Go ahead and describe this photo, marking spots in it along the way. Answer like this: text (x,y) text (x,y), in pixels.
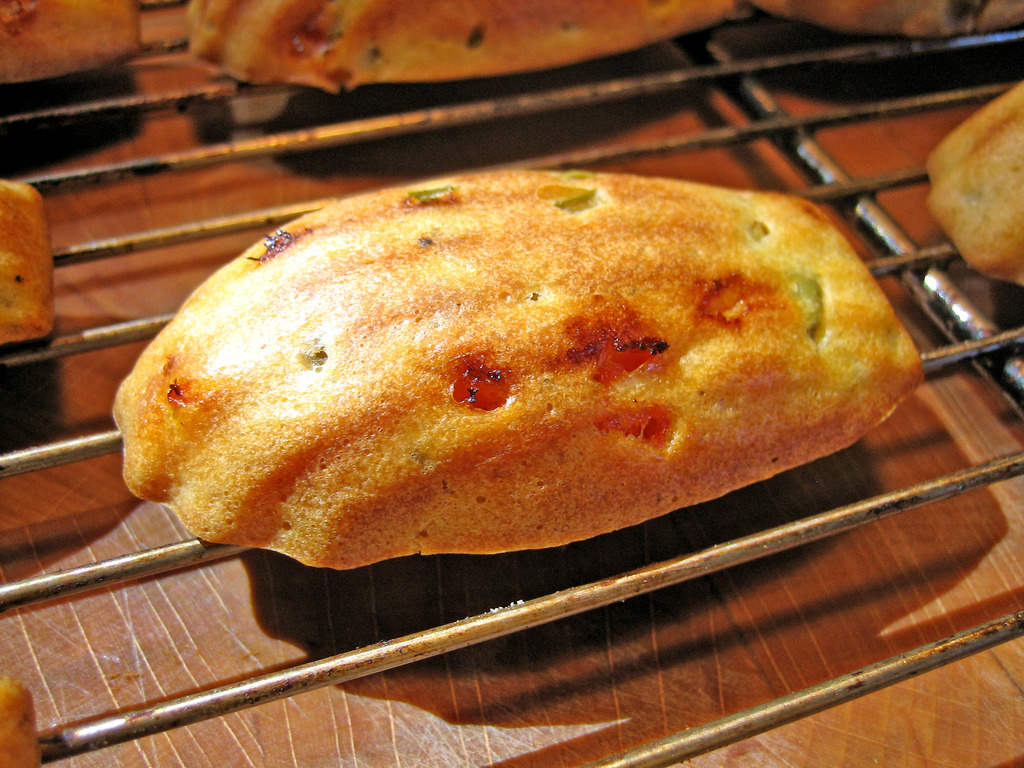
In this picture we can see the roasted bread (513,524) placed on the grill (508,626). Behind we can see some more breads (303,15).
